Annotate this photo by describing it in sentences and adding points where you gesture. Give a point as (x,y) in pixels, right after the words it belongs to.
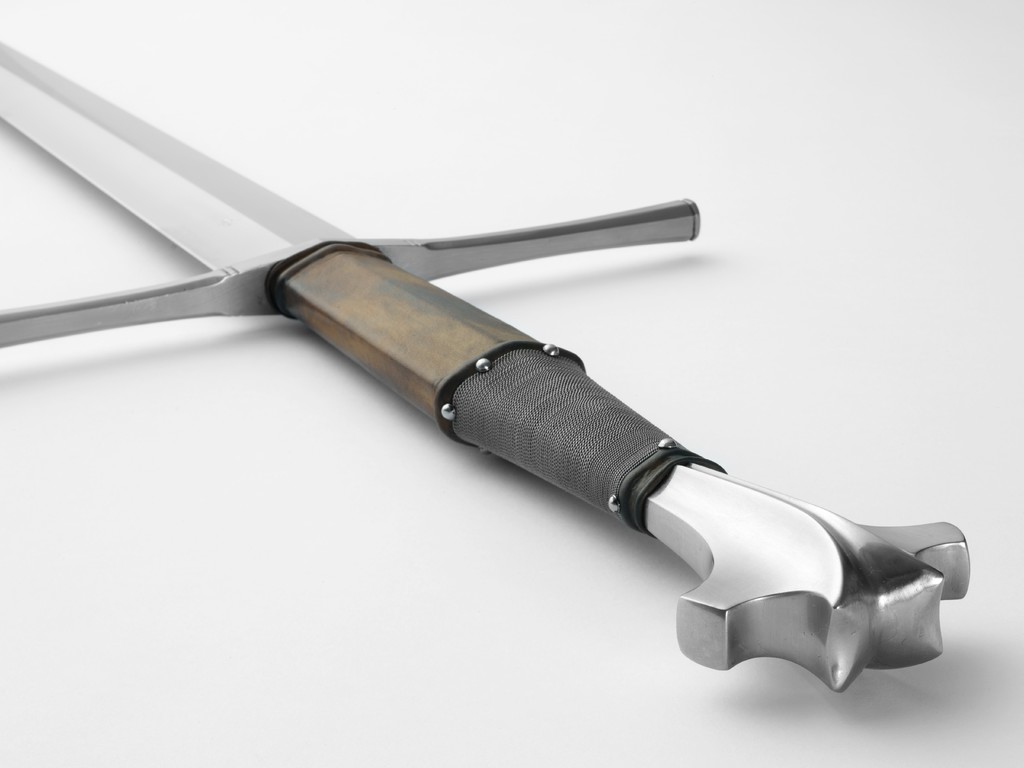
In this image we can see a sword (785,605) on the surface (584,586).
